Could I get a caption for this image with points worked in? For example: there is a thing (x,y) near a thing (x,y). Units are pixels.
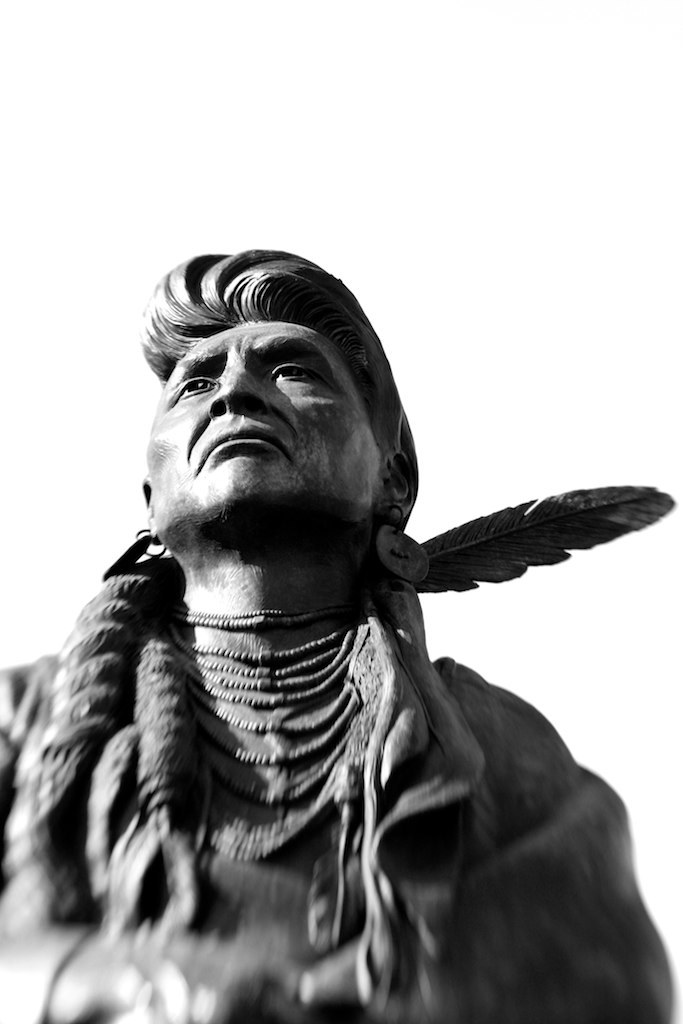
At the bottom of this image (337,736), there is a statue (90,868) of a person (90,868). And the background (635,400) is white in color.
